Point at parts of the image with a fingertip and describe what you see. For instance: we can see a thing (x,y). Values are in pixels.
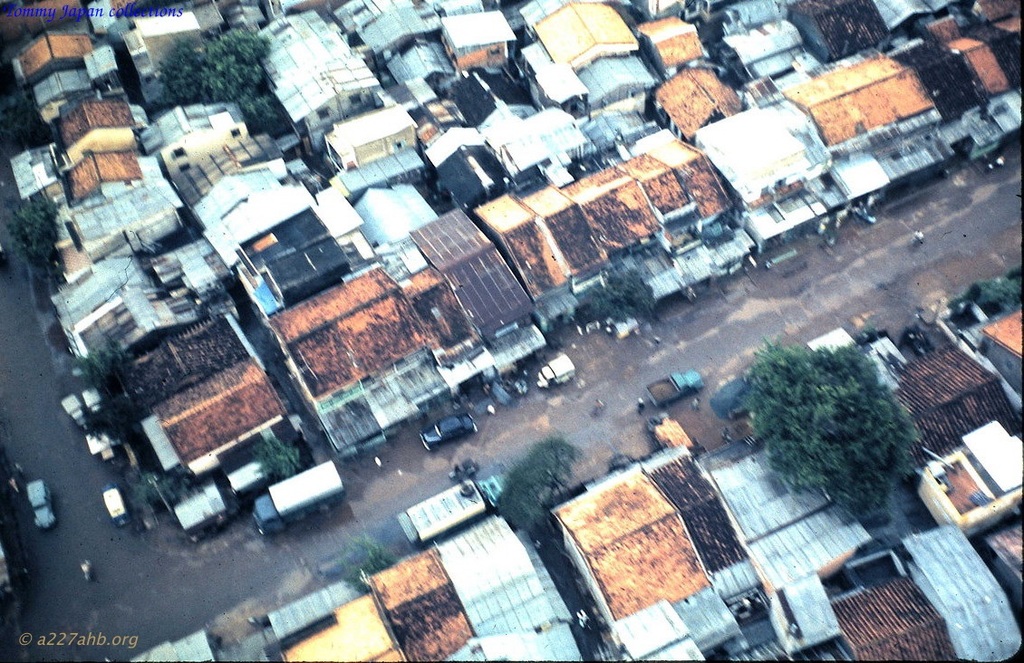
This is a aerial view picture of a village (883,584), on the land (903,526) there are many buildings (470,174) on either side with road (641,356) in the middle (556,390) and vehicles (736,400) moving on it.
